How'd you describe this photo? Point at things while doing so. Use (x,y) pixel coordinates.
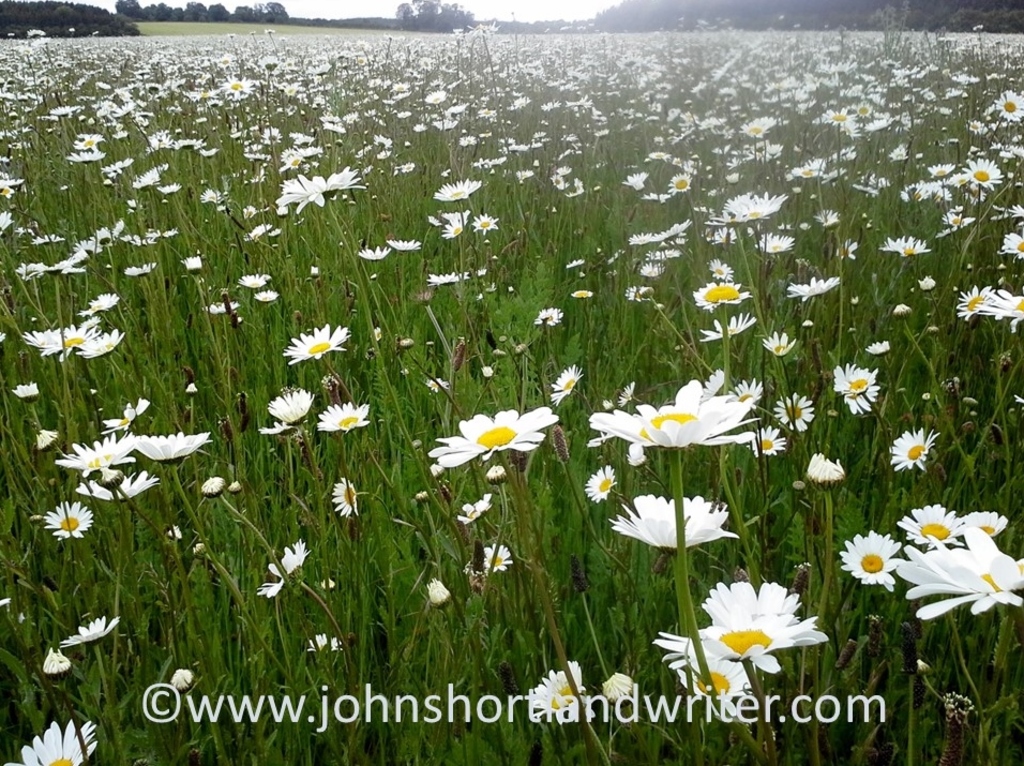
In this image there are many plants (179,440) having white colour flowers (723,515). Behind there is grassland (218,36) having few trees (306,20). Top of image (337,6) there is sky (320,9).
